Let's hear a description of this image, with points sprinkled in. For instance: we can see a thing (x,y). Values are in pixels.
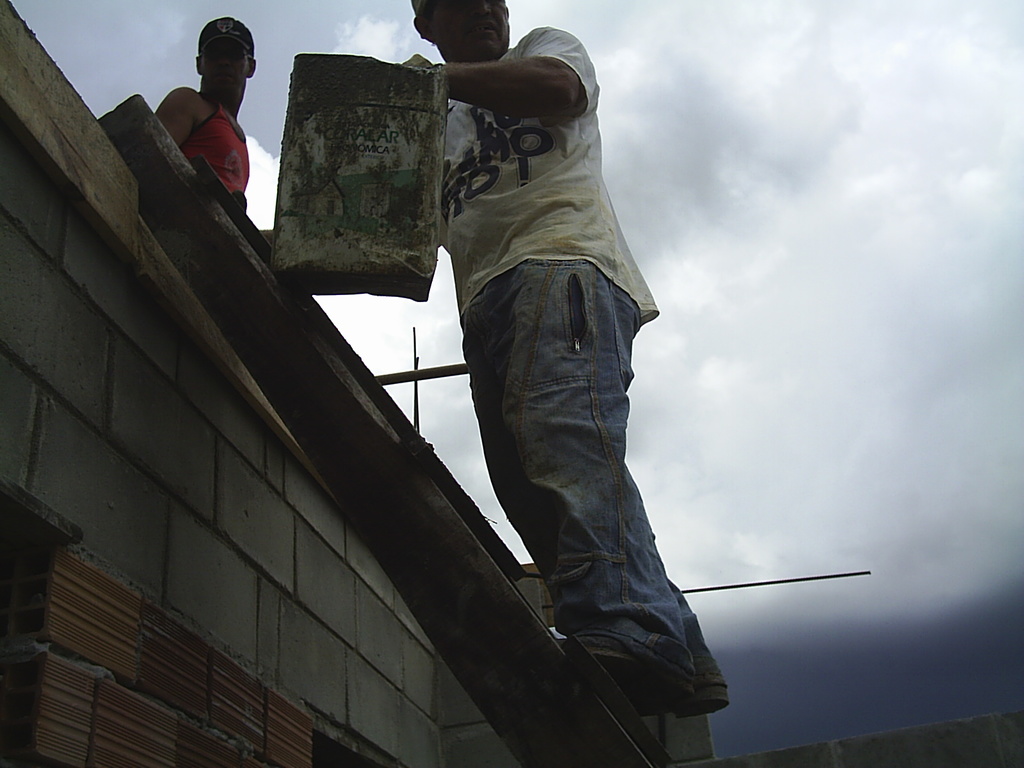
In the center of the image (553,348) we can see one person (553,356) standing on the ladder (432,526) and he is holding some object (386,128). In front of him, we can see one person (160,111) standing and he is wearing a cap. In the background (740,95) we can see the sky (803,329), clouds (988,398), one building (155,438), wall (155,438), wood (59,77) and a few other objects (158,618).
